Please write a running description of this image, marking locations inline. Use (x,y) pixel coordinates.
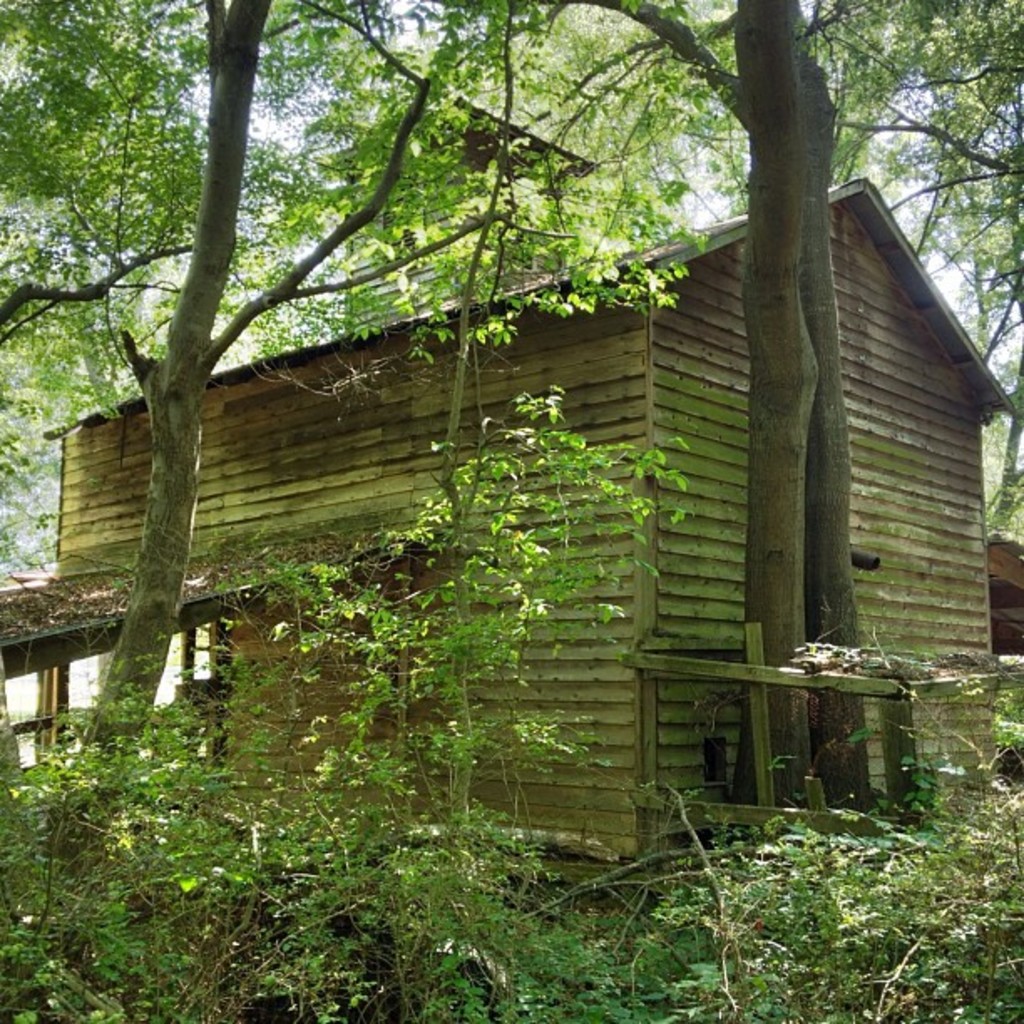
In this image there are plants (371,600), trees (444,145) and a wooden house (550,369).
